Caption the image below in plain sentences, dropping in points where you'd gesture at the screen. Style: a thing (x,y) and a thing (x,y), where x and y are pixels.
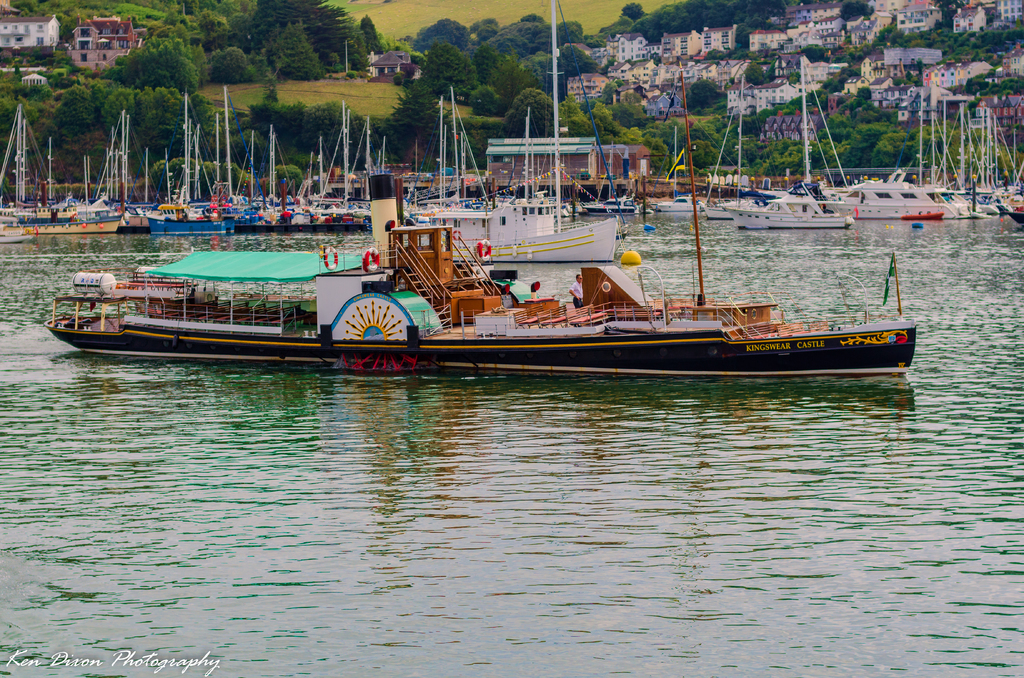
In this image, we can see ships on the water (462,508) and in the background (229,85), there are buildings (51,32), trees (509,51) and poles (217,124). At the bottom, there is some text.
